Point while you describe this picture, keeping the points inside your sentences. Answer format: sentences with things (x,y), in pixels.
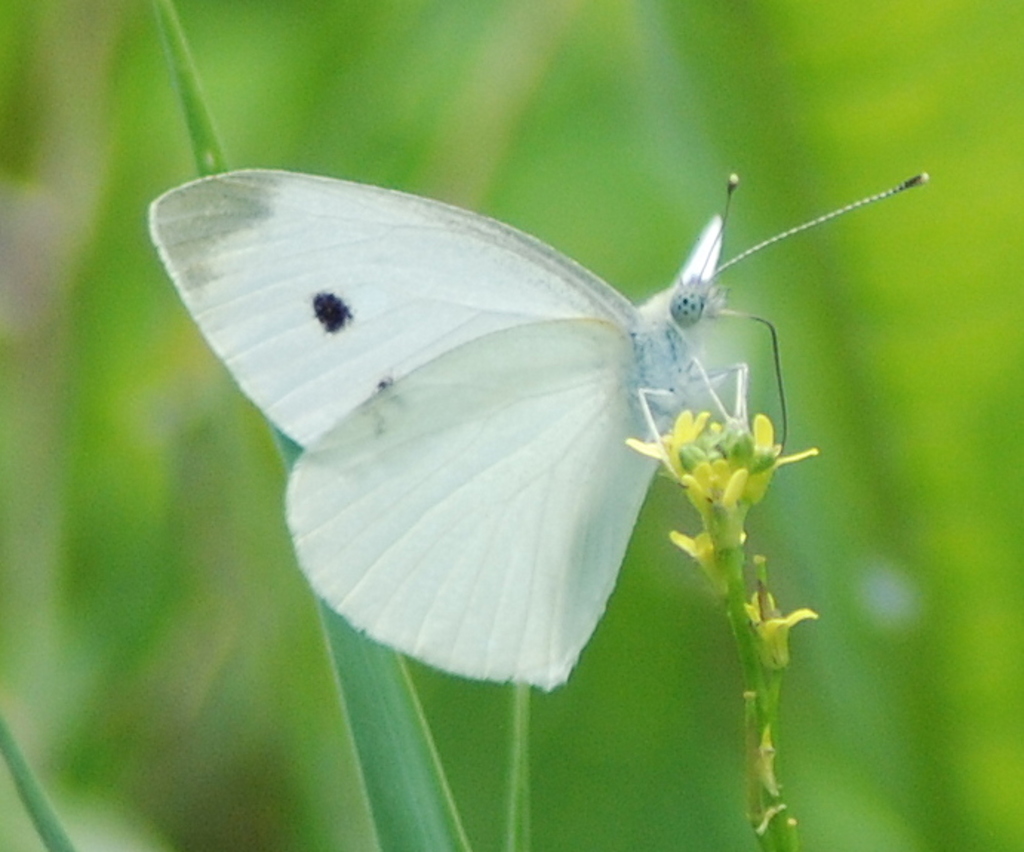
In this image in the foreground (468,347) there is one butterfly (610,481) on the plant (702,494), and in the background (203,373) there are some plants (902,327).
